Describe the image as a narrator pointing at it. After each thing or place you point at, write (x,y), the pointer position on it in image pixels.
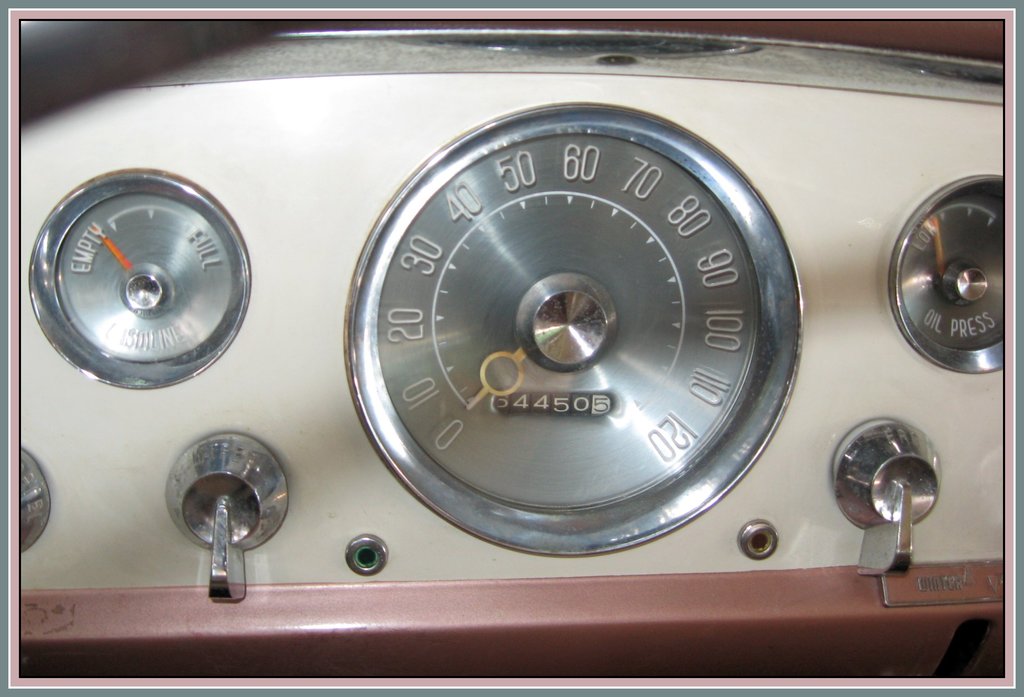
In this picture, it seems to be a speedometer (585,416) in the image.
